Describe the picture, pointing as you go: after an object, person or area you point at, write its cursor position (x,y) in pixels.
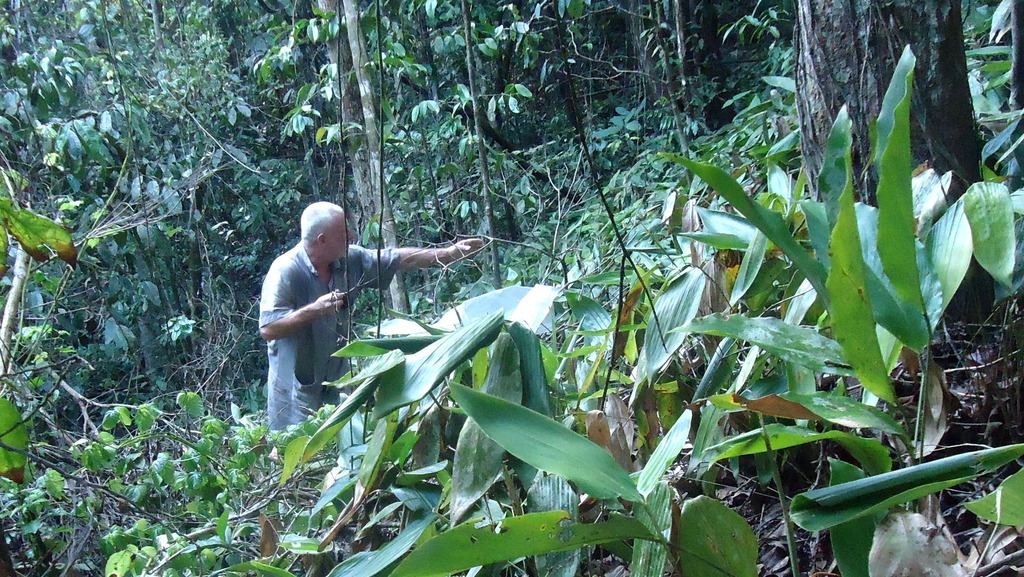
In this image I see a man (307,313) over here and I see number of trees (272,253) and plants (1010,50).
